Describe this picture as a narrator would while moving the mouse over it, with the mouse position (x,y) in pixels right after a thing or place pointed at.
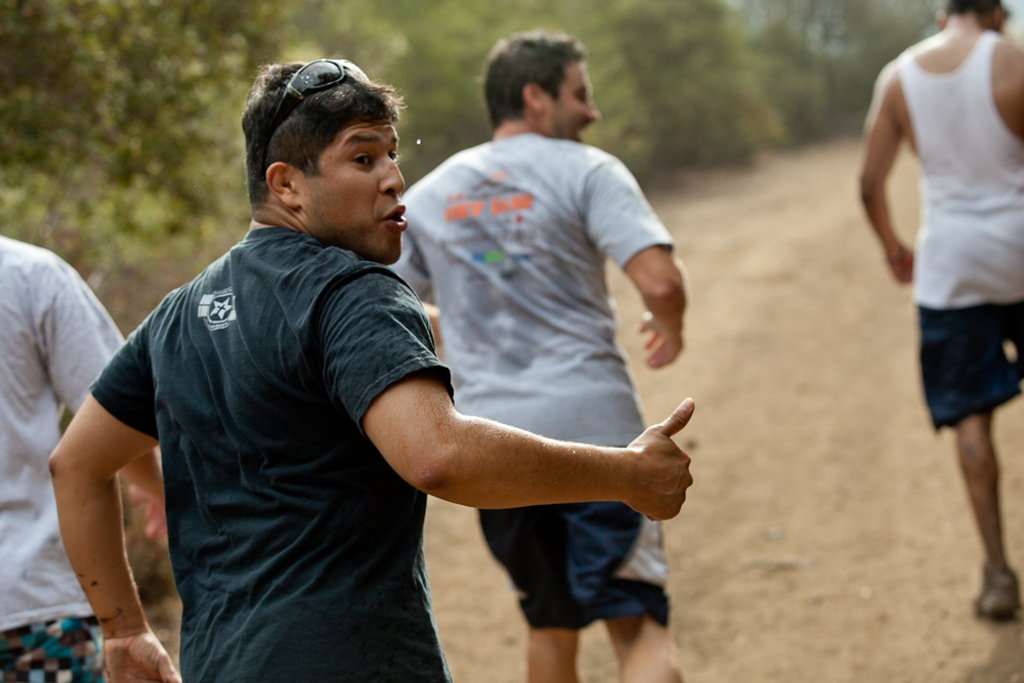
In this picture there is a man (382,220) who is wearing goggles (342,75) and t-shirt (298,423). In front of him there are three persons (622,238) who are running on the ground (820,509). In the background (723,97) I can see many trees (151,42).
